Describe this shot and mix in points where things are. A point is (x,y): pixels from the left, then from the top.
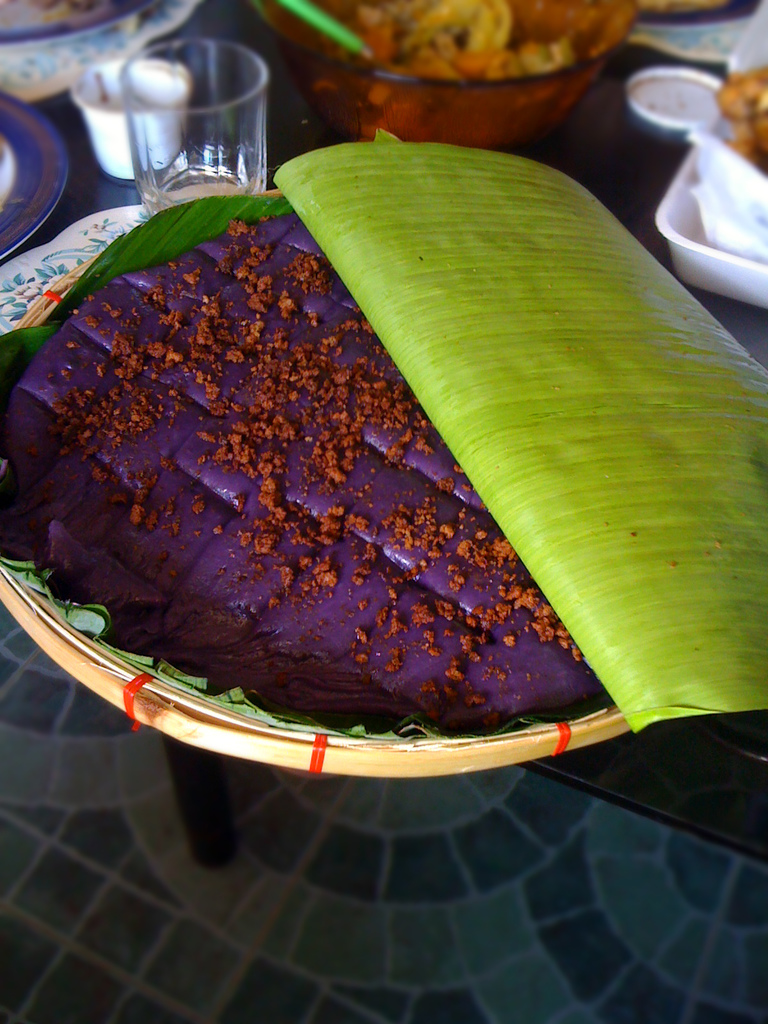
In this image there is a table (85,159) with a glass (234,153), a cup (124,136), a few plates (36,58), a box (690,222), a bowl (585,88) with food item (407,59) and a basket (211,707) with a food item (293,420) and a banana leaf (527,437) on it.
